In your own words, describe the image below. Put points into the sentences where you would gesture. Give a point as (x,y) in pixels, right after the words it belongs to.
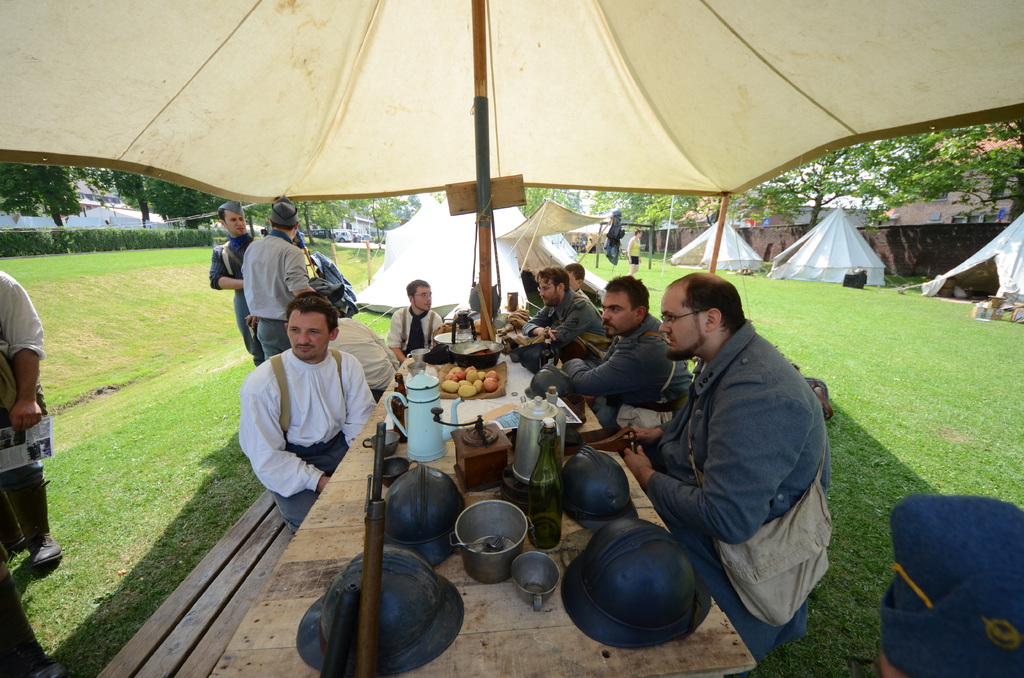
In this picture there is a dining table (498,669) in the center of the image (517,370) and there are people (564,321) on the right side of the image (703,548), there are tents (996,290) on the right side of the image (977,281) and there is grassland (817,297) around the area of the image.
